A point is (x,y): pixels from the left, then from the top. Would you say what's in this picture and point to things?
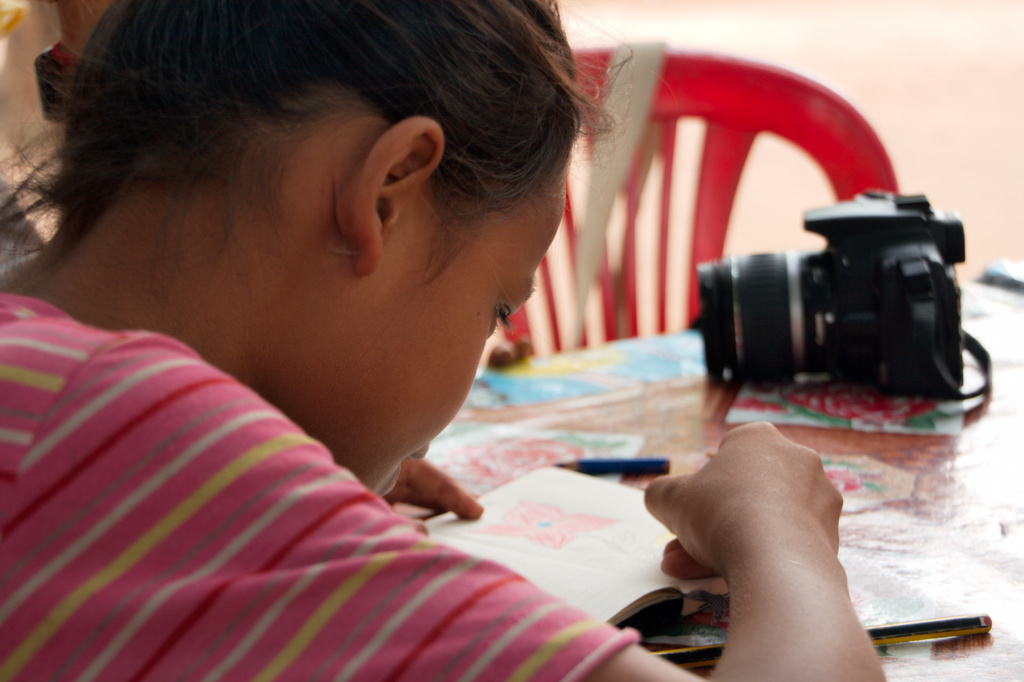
In this image we can see a girl (300,398) looking at a book (616,529), which is on the table (918,603), also we can see a camera (828,232), pencils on the table (859,555), there is a chair (717,124), and the wall (972,179).
